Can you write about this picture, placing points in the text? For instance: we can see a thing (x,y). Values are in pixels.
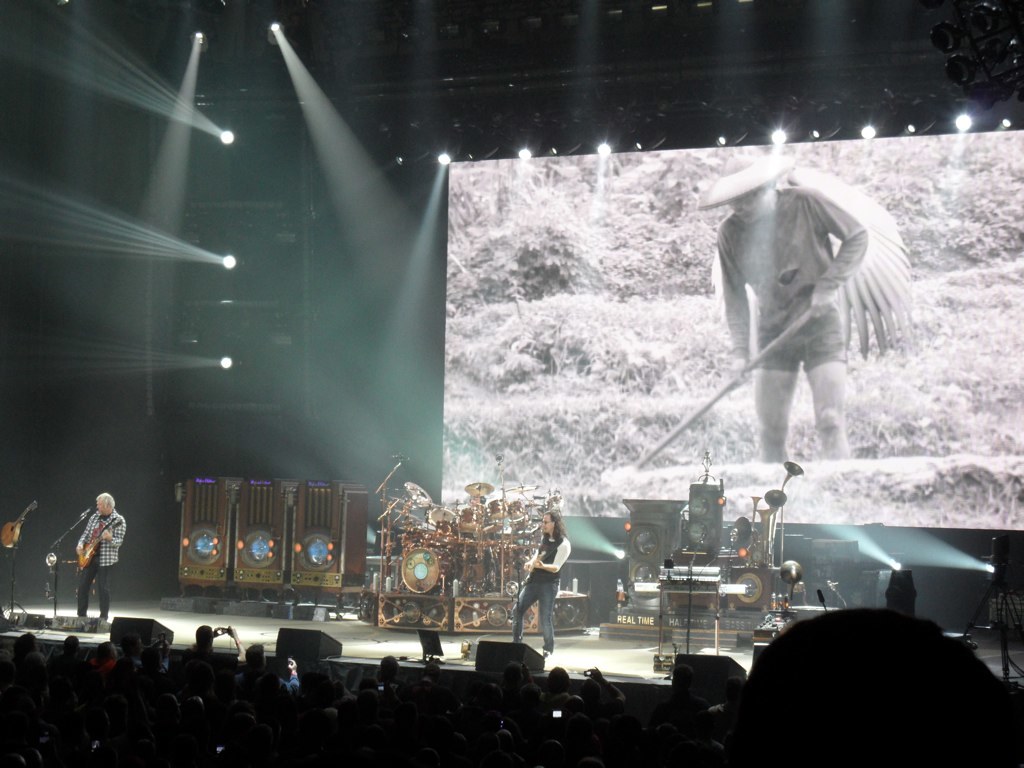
In this image I can see group of people (436,725). In the background (532,536) I can see two persons (539,552) standing, few musical instruments (516,513) and I can also see the projection screen (738,318) and few lights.
